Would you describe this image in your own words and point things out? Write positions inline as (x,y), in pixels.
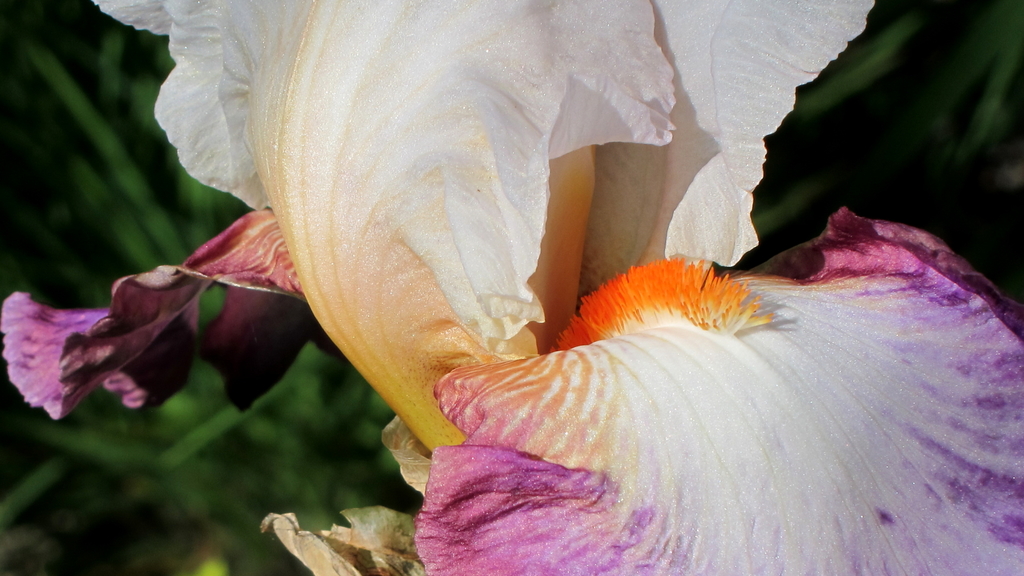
In this image, these look like the flower petals (580,261), which is white and violet in color. The background (95,179) looks green in color.
